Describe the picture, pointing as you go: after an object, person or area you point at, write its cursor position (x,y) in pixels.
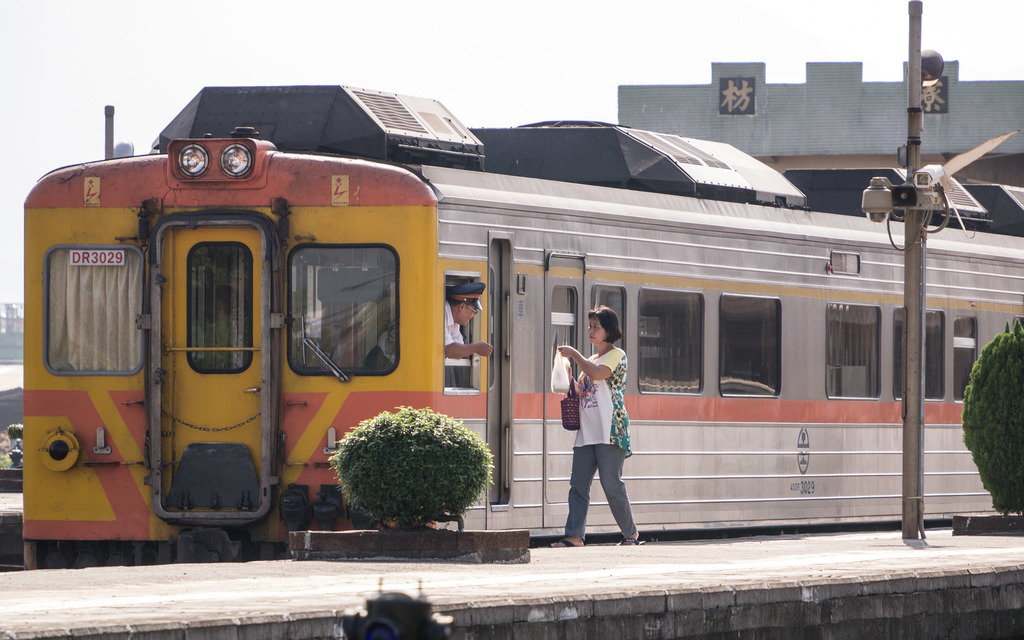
In this image we can see a train (840,343). We can see a person (470,310) in the train (942,467). A lady (603,394) is carrying some objects (569,421) in the image. There are few plants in the image. We can see the sky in the image. We can see the railway station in the image. There is some text (118,253) on the train (129,254) at the left side of the image (107,261).
